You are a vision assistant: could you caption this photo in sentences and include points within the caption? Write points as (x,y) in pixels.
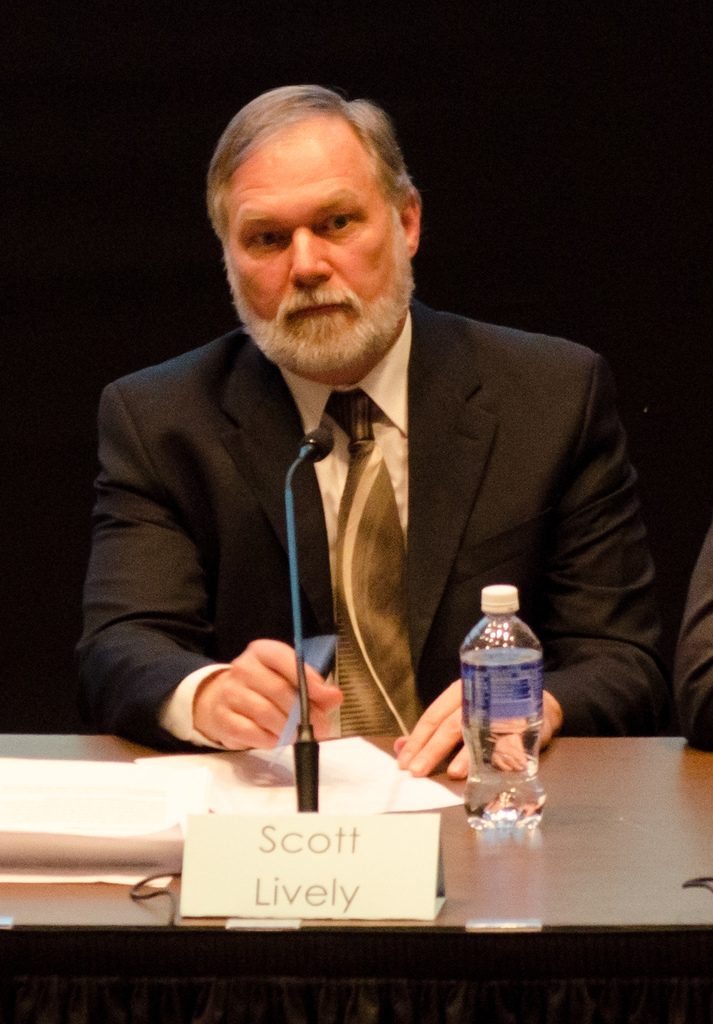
This picture describes about a man (275,575) seated on the chair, in front of him we can see water bottle (510,770), paper (138,768), name board (189,840) and a microphone (289,507) on the table (588,852).
